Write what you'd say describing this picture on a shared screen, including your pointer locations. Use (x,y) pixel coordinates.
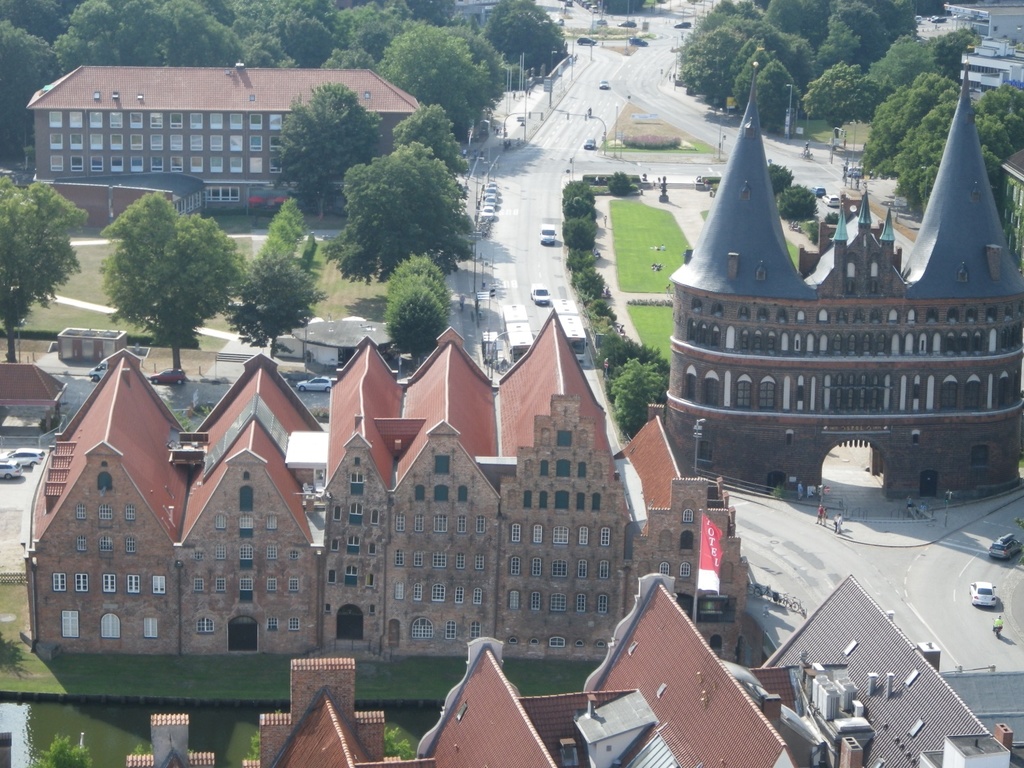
In the picture there is a museum (796,301), around that there are many trees (160,250), gardens (587,302), roads (543,131) and other huge buildings (269,423).
